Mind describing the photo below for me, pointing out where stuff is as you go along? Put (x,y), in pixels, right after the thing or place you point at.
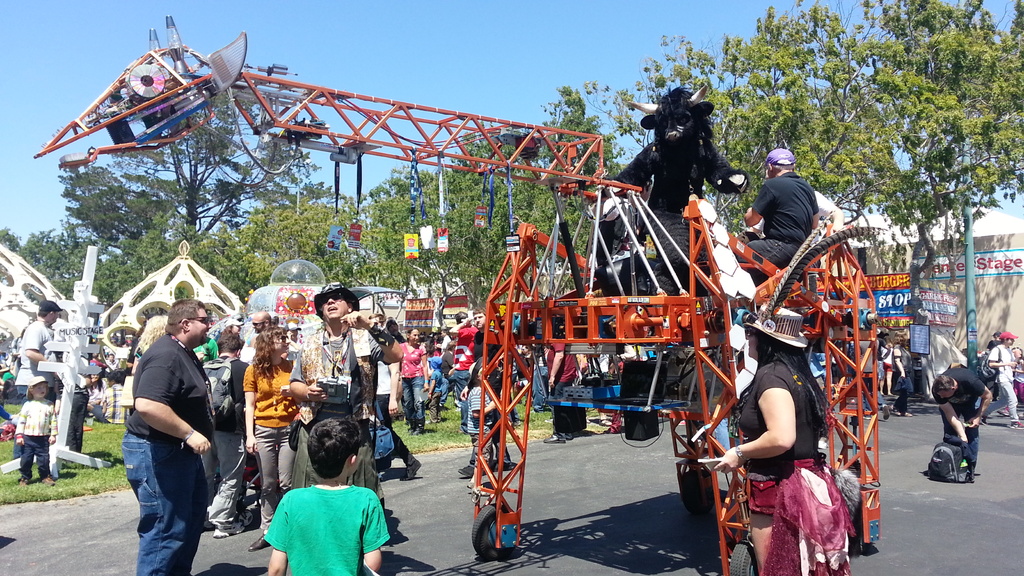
This picture might be taken from outside of the city and it is sunny. In this image, on the right side (788,536), we can see a woman (807,436) wearing a black color dress (807,450), we can also see another man (979,409) holding a backpack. In the middle of the image (658,363), we can see a metal instrument (630,184) and an animal (695,168) and group of people (763,191). On the left side (168,447), we can also see group of people (175,362). In the background (114,383), we can see group people (1004,350), pillars (75,310), trees (949,105), building (1007,248). At the top (537,84), we can see a sky (579,17), at the bottom (611,459), we can see a road (582,475) and a grass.
